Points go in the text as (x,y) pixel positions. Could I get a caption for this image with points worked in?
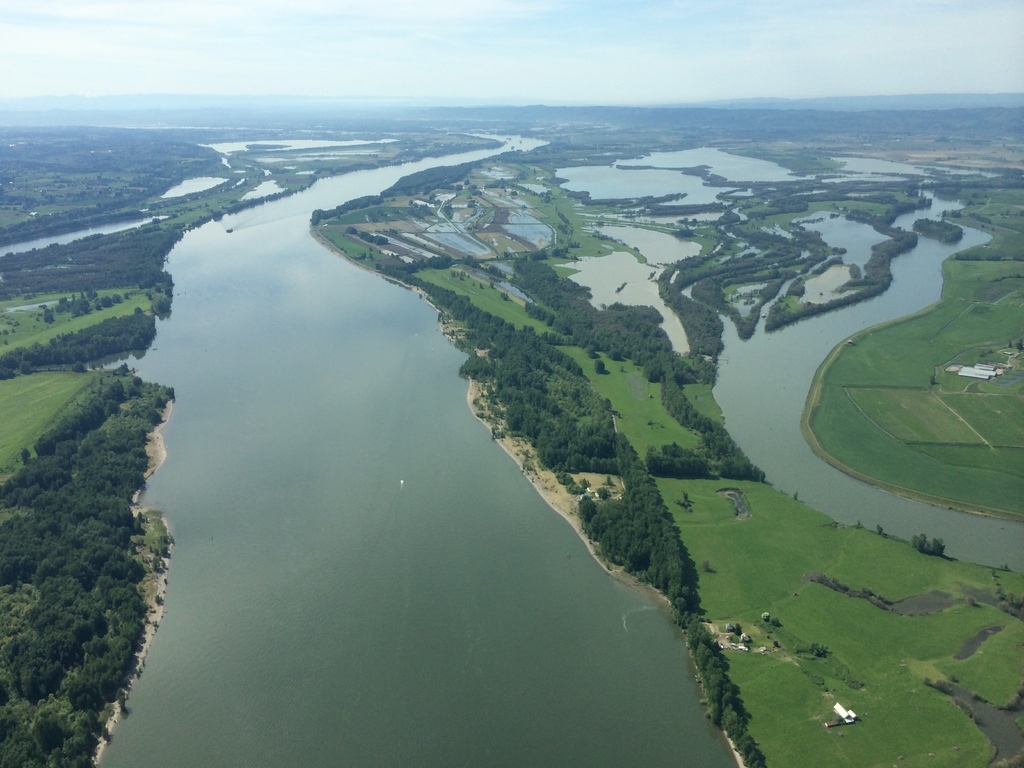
In this image I can see there is a water (390,322). And in between the water (786,477), there are trees (609,425) and grass (811,617). And there is an object (839,711) on the grass (808,592) and there is a road (446,217). And at the top (629,64) there is a sky (173,69).
